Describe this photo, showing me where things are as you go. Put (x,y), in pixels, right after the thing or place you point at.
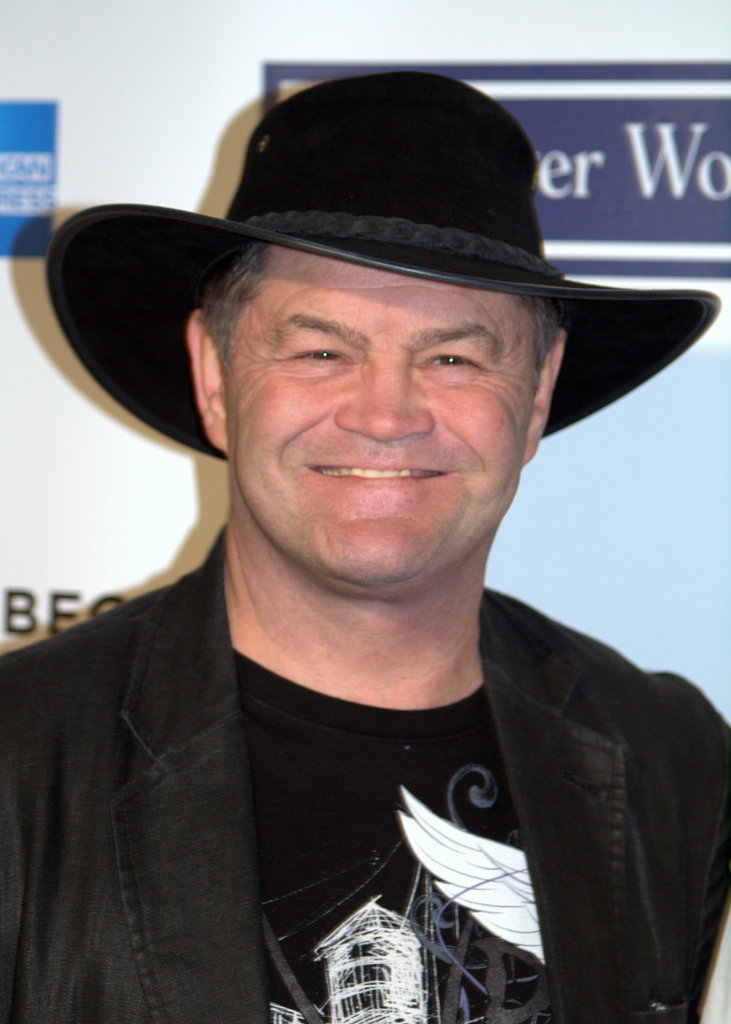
In this image in the foreground (320,764) there is one man (258,654) who is wearing a hat (336,185) and he is smiling, in the background (32,200) there is some text (61,599).
